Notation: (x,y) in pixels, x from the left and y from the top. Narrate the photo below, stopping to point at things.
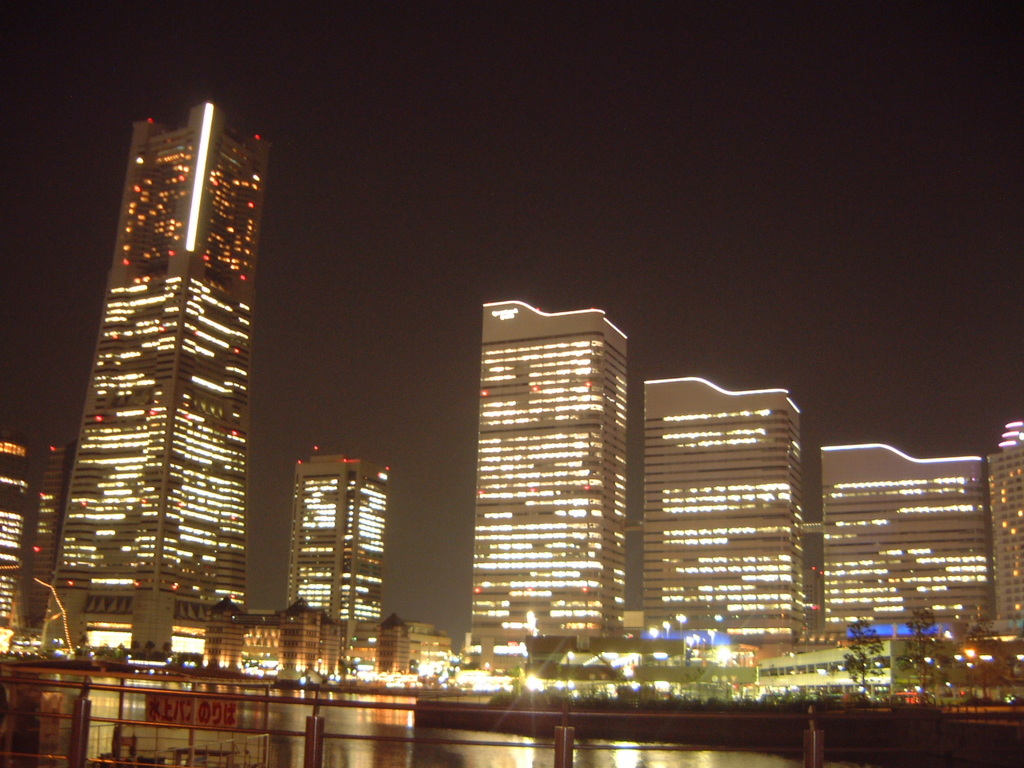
In this image we can see a group of buildings (594,557) with windows (608,546). We can also see some lights (649,631), trees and the sky (583,270). On the bottom of the image (154,707) we can see a metal fence (217,727), a signboard (189,704) and a water body (407,726).
